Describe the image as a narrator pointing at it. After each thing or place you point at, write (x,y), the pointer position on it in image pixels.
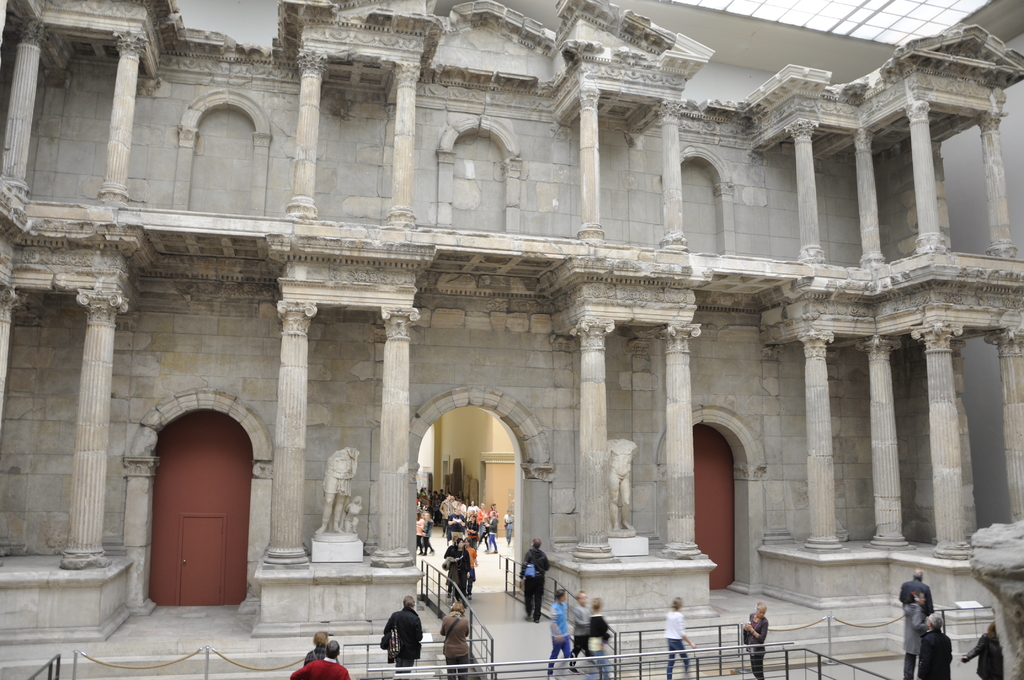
In this image there are group of persons (453,607) walking in the center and there is a building (405,337) with pillars (672,334) and in front of the wall (330,421) there are statues (341,487). In the front (486,669) there is a fence (626,676) and a railing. There are two doors (227,524) which are brown in colour.
